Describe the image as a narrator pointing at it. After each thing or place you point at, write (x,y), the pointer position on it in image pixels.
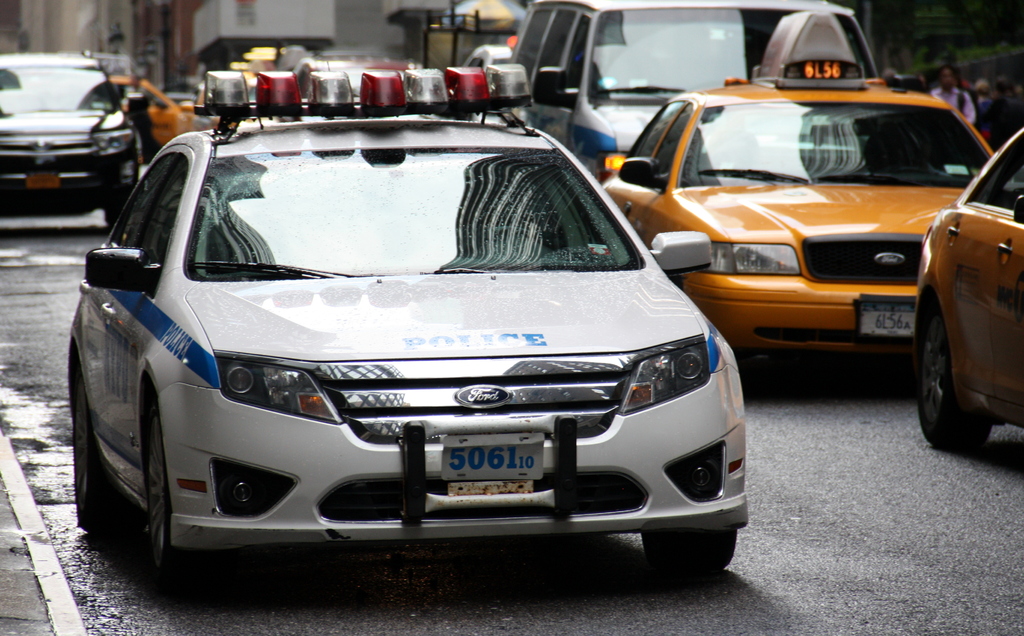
In the background (521,27) portion of the picture is blur. In this picture we can see vehicles (677,404) on the road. On the right side (951,92) we can see people (985,124). Far we can see an umbrella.
